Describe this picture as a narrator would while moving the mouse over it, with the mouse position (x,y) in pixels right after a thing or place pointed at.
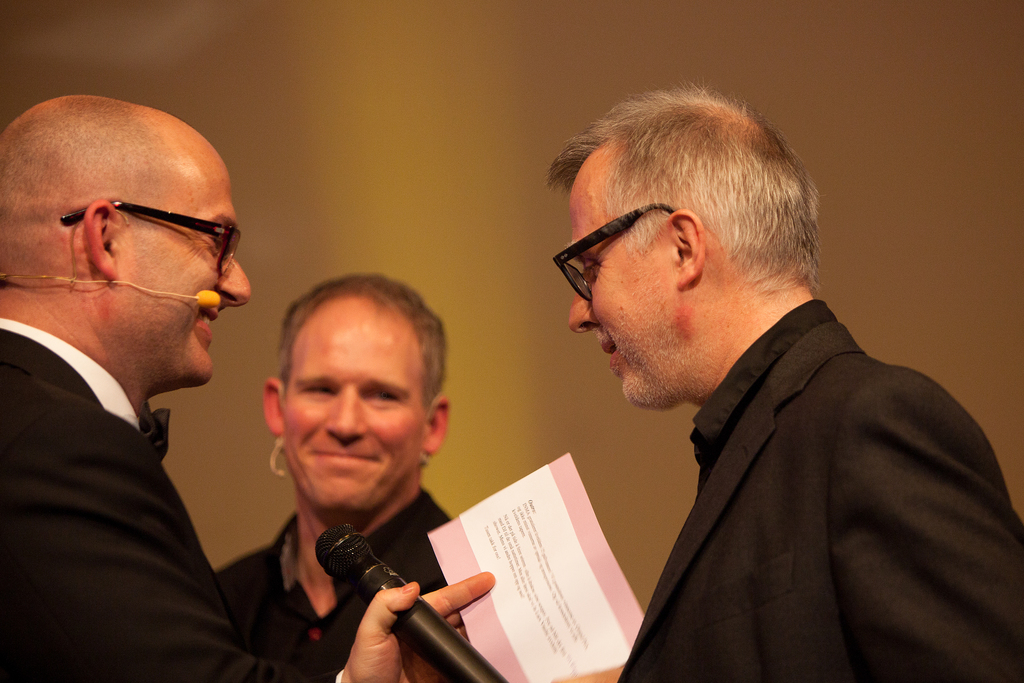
The person (135,473) in the left (125,491) is holding a mic (434,629) and a paper (528,576) in his hands (447,600) and there is another person (757,526) standing in front of him and there is another person (373,410) in the background (333,425).
